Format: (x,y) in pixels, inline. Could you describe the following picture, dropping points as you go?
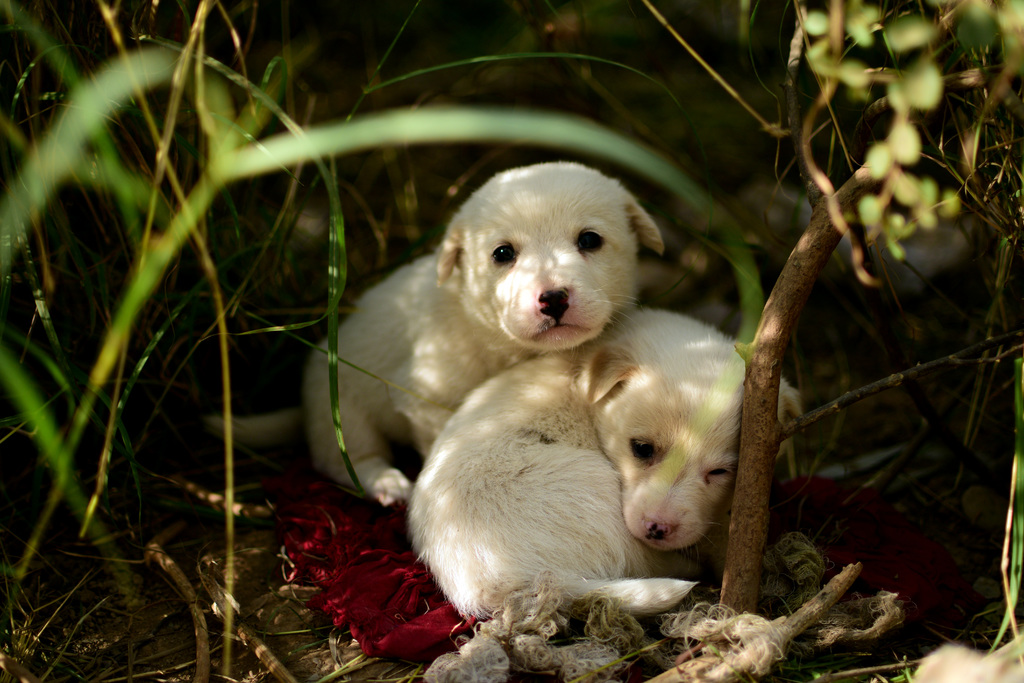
In this image we can see two puppies (588,484) on the red cloth (399,521) on the ground (311,635) in the middle of the image (626,437). There are some white objects (590,649) on the ground (657,675), some dried sticks (842,595) on the ground (917,636), some plants (201,120), grass (950,175) on the ground (44,551) and the background (926,123) is dark.
